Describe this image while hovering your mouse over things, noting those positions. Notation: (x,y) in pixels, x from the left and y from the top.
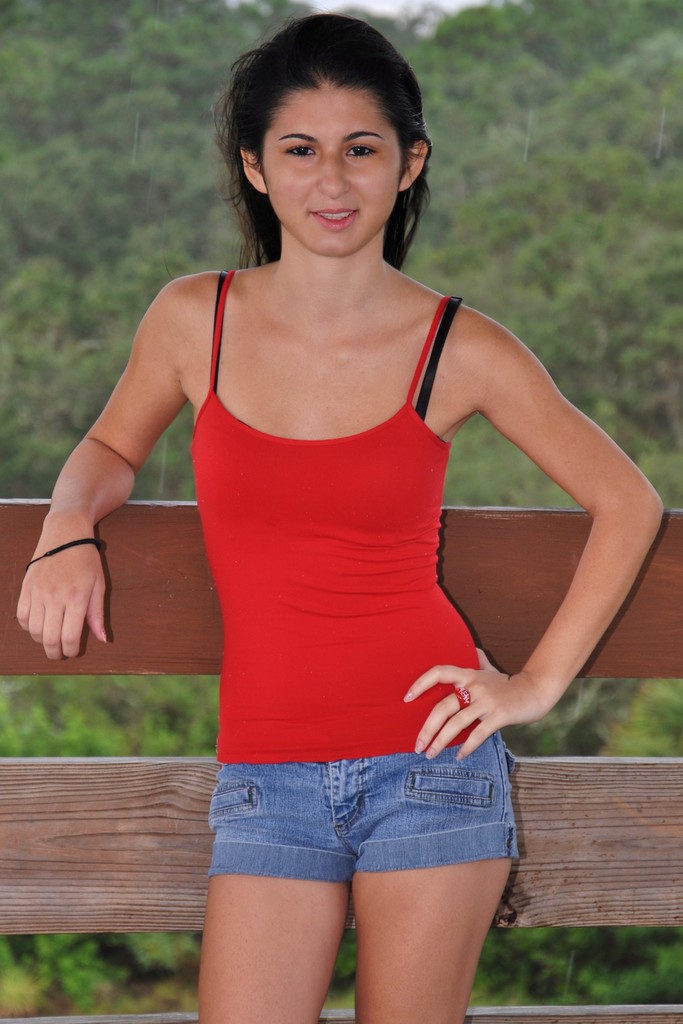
In this picture we can see a girl (392,680) standing here, in the background (496,226) there are some trees (517,199), we can see wood (604,653) here.
